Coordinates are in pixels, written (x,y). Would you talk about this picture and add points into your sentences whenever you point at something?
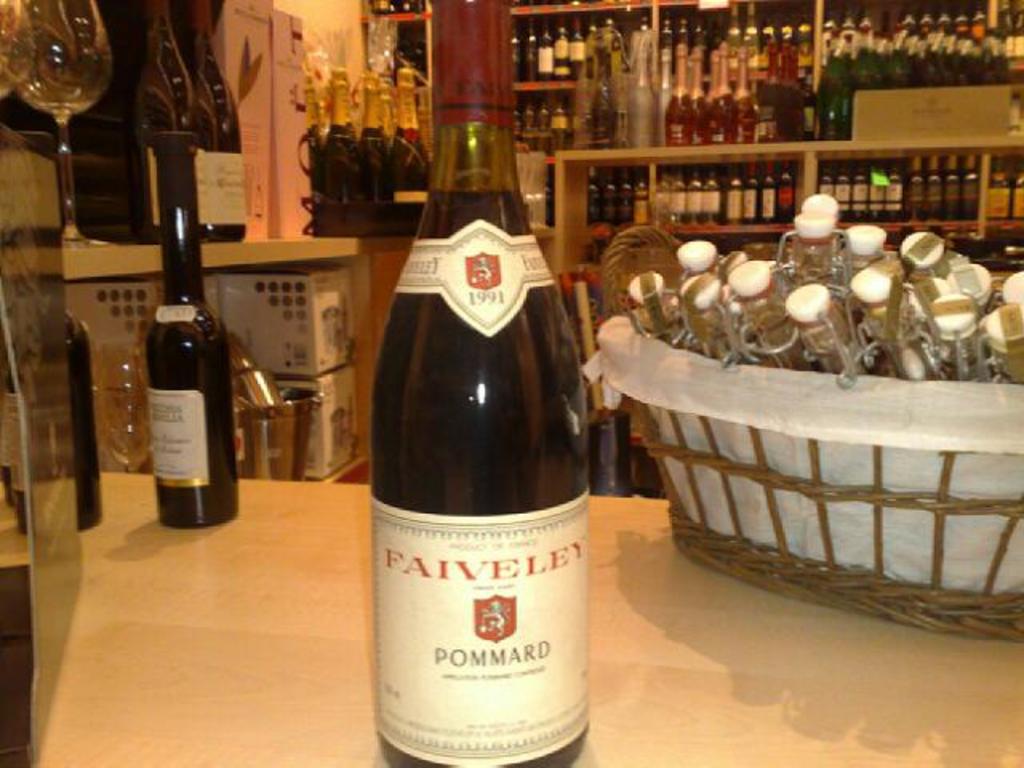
In this image I can see a two bottles (405,426) and basket (782,404) full of bottles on the table (183,601). In the background (571,142) there is a wine rack (712,87).
